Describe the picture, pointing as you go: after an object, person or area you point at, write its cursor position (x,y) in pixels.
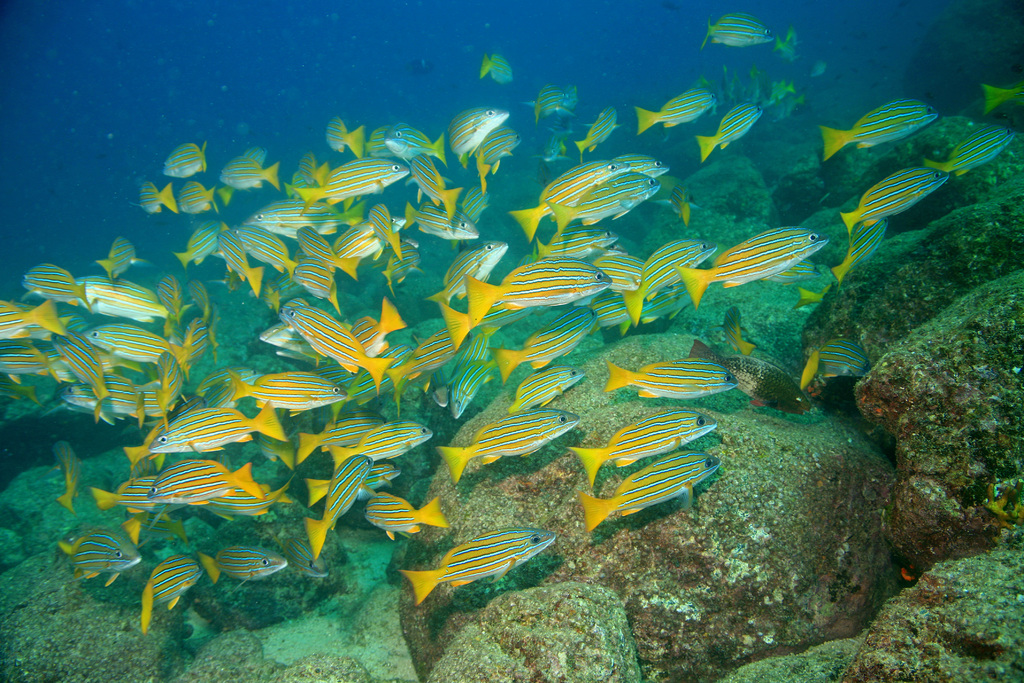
In this image, we can see some fishes (101,292) in the water (358,87) and there are some stones (745,555) under the water (788,72).
